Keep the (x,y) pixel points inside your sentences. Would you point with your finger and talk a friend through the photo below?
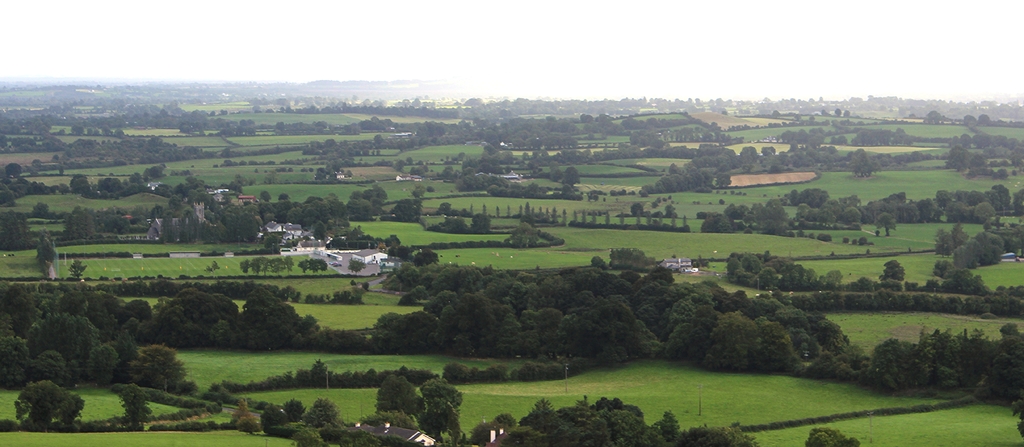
This picture is clicked in the outskirts. At the bottom of the picture (609,331), there are many trees (540,302) and we even see poles (564,380). In the middle of the picture (370,257), we see buildings (277,229) which are in white and brown color and we even see grass (485,257). There are many trees (490,132) and hills (772,129) in the background (415,129). At the top of the picture (163,72), we see the sky (672,95).
